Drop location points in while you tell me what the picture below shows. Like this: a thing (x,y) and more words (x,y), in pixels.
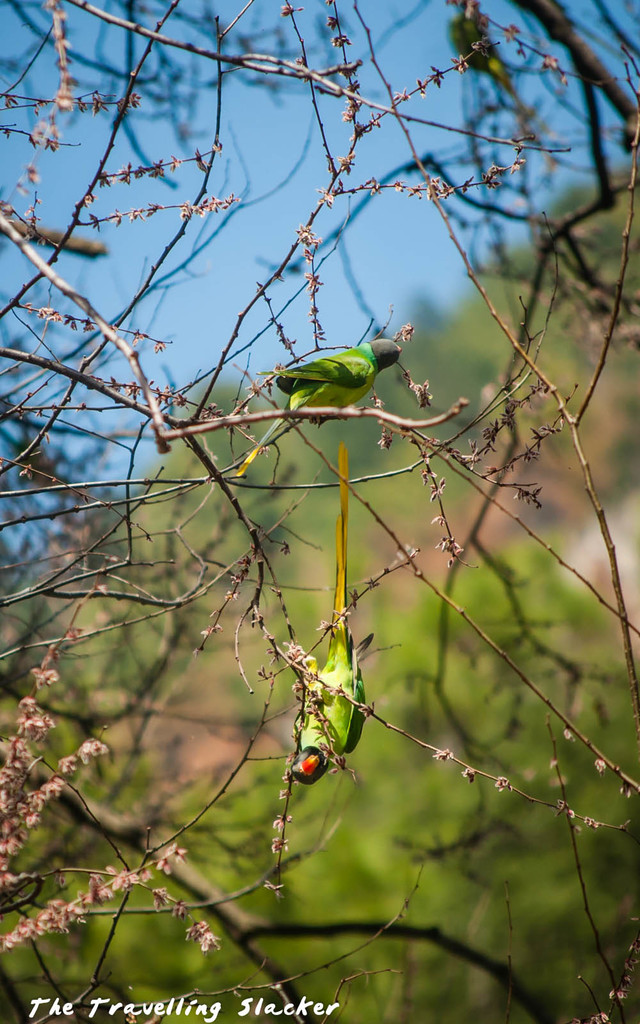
In this image there are two parrots (244,469) on the branch (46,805) of a tree (245,401). In the background of the image (424,852) there are trees (469,812) and sky (311,154).
